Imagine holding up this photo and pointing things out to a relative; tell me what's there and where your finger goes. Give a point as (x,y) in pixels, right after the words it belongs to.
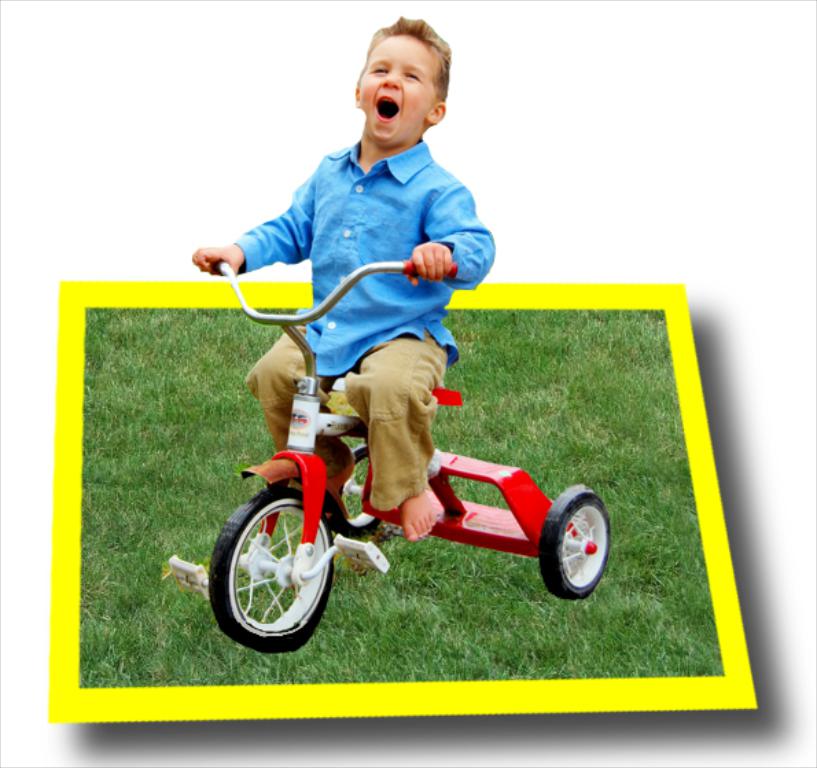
In this image we can see an animated image which includes one boy (422,108) sitting on the bicycle (521,539) and we can see the grass (631,441).
